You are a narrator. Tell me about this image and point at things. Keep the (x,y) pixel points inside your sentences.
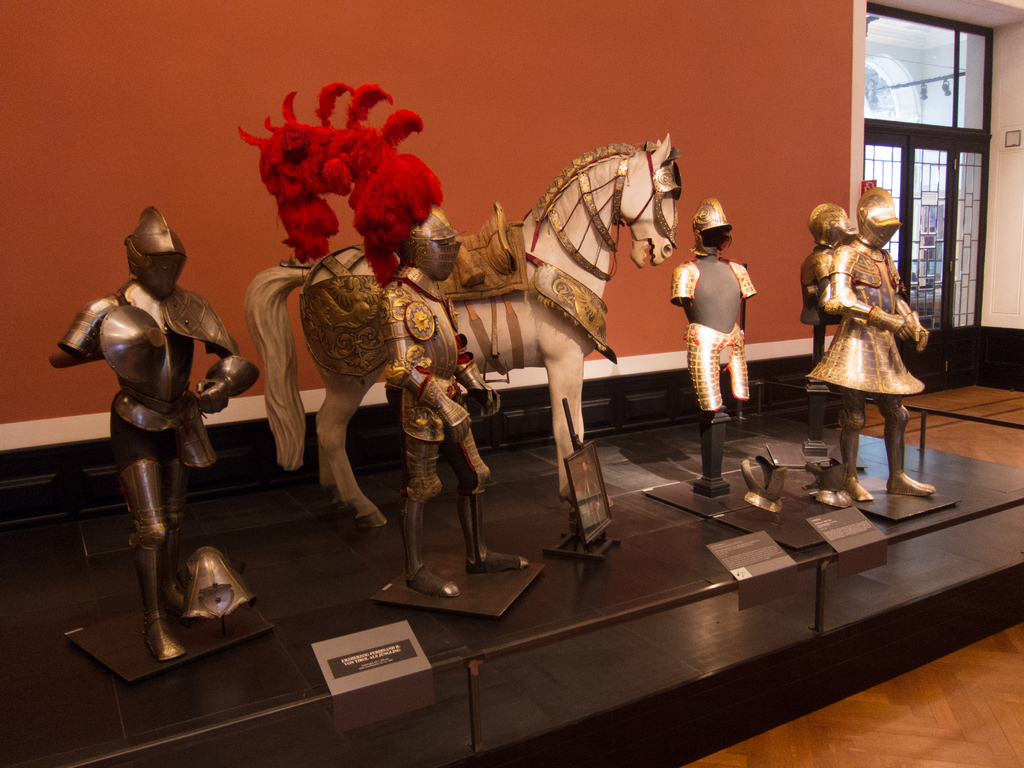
In this image there are few idols (313,341) on the wooden floor (584,604). There is a white horse idol (540,276). Before it there are few persons idols (713,392) wearing helmets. A picture frame (597,529) is on the floor (597,562). Right side (972,231) there is a window (962,203) to the wall (1002,238). Few cards (854,562) are attached to the metal rod (228,724).
